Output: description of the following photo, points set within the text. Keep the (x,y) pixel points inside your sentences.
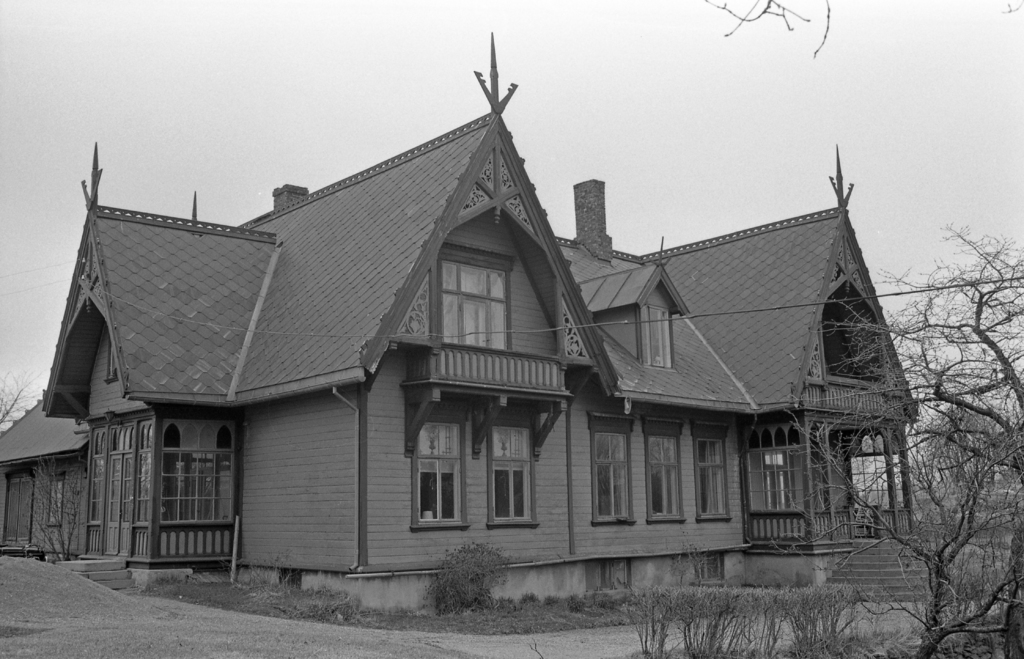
In front of the image there are trees (1004,456). At the center of the image (653,266) there is a house (361,419) and in front of the house (365,506) there are stairs (875,573). In the background of the image (786,135) there is sky (732,81). At the bottom of the image (161,633) there is a road (222,620).
